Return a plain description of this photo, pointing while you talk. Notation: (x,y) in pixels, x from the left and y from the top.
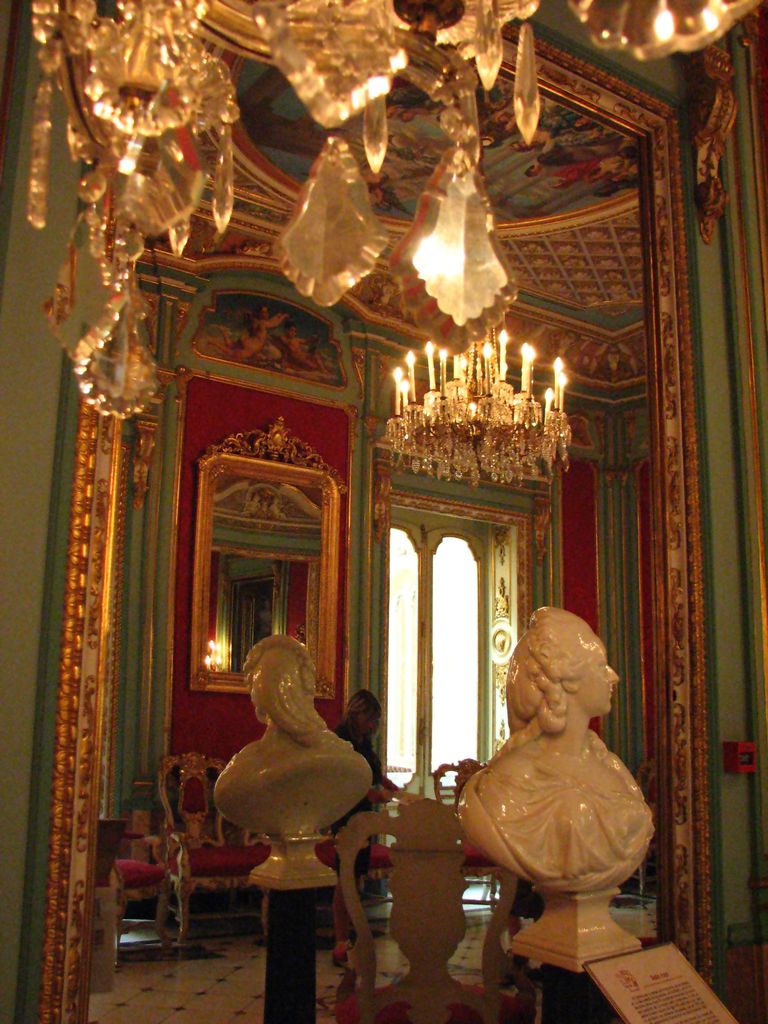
In this image I see the sculpture (559,737) over here and I see the mirror (559,535) over here and in the reflection (316,498) I see the wall (362,413) and the ceiling (524,314) and I see the chandelier (439,434) over here and I see the chairs (402,885) and I see a person (362,702) over here and I see the floor (200,979) and I see a board (642,976) over here and I see the windows (422,595) over here.
